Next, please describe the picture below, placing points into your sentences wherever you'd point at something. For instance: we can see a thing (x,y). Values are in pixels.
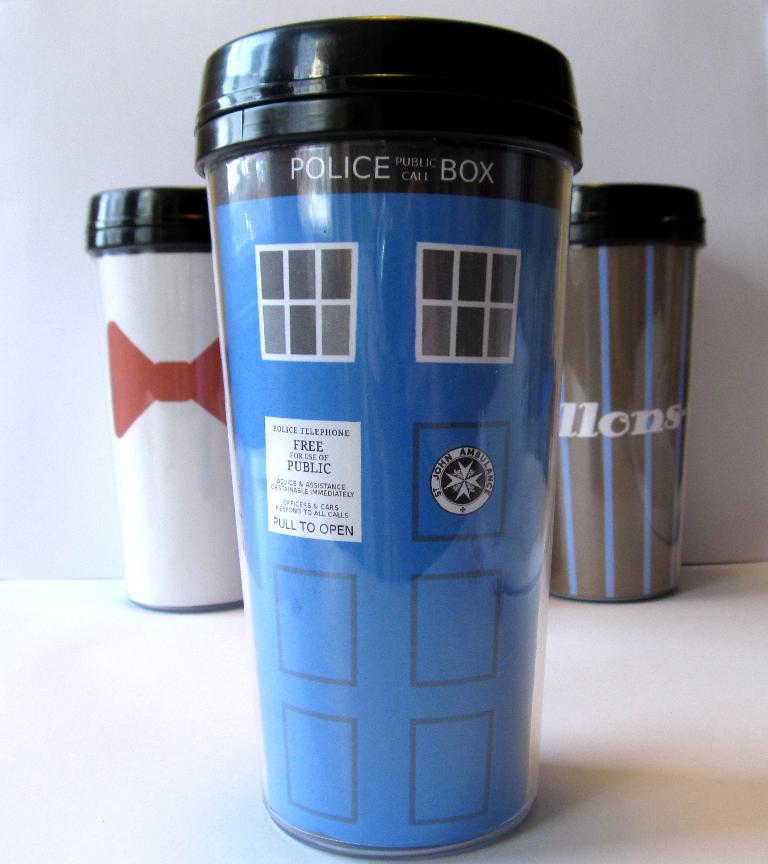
In this image I see 3 bottles (314,360) in which this one is of black, white and red in color and this one is of black, blue and white in color and this one is of black, blue and brown in color and I see words (406,162) written on these 2 bottles (500,385) and I see a logo (451,471) over here and these 3 bottles (478,526) are on the white surface (45,765) and it is white in the background (711,237).
